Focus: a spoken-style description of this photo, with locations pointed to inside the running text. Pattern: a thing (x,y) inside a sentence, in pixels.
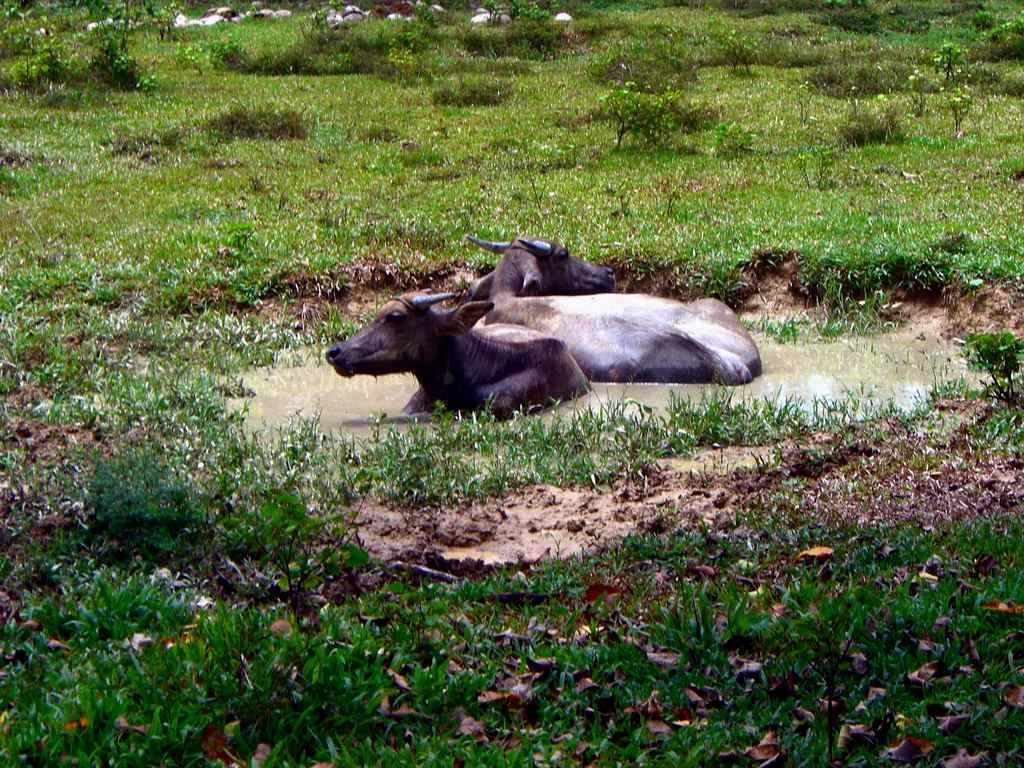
In the picture I can see animals (565,368) in the water (640,398). In the background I can see plants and grass (397,158).
